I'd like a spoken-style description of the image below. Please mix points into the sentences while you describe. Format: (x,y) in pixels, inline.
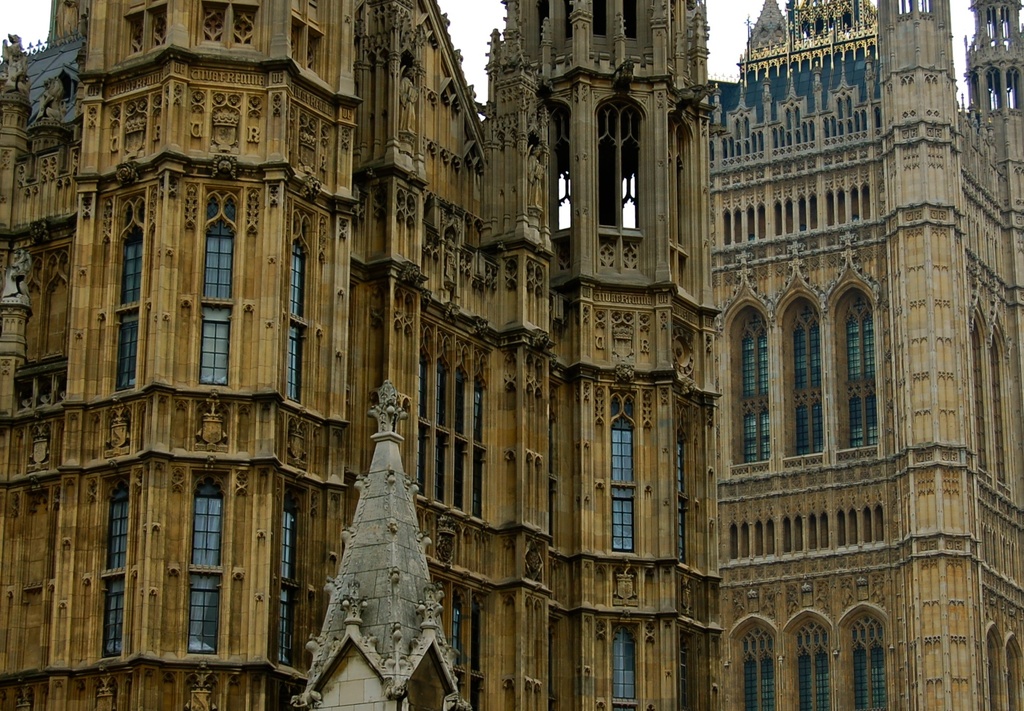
In the image there are buildings (660,414) in the front (677,285) with windows (458,453) all over it, it seems to be a palace (826,389).
